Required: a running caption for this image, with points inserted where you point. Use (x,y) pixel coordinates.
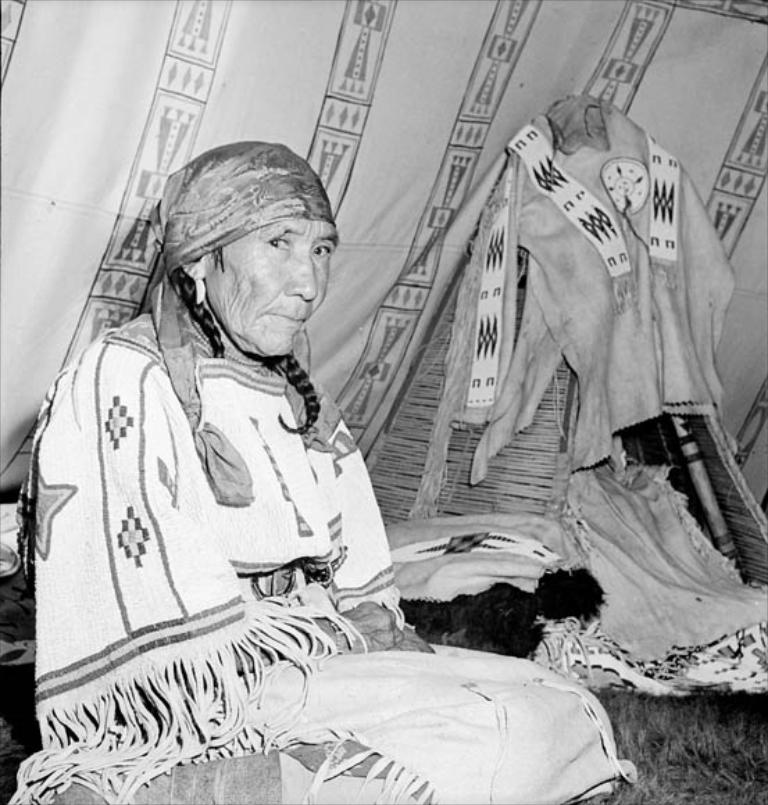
In front of the image there is a woman (379,720) sitting on the grass surface (643,781), behind the woman (314,694) there is some cloth (445,424), objects (442,492) and a tent (448,178).
